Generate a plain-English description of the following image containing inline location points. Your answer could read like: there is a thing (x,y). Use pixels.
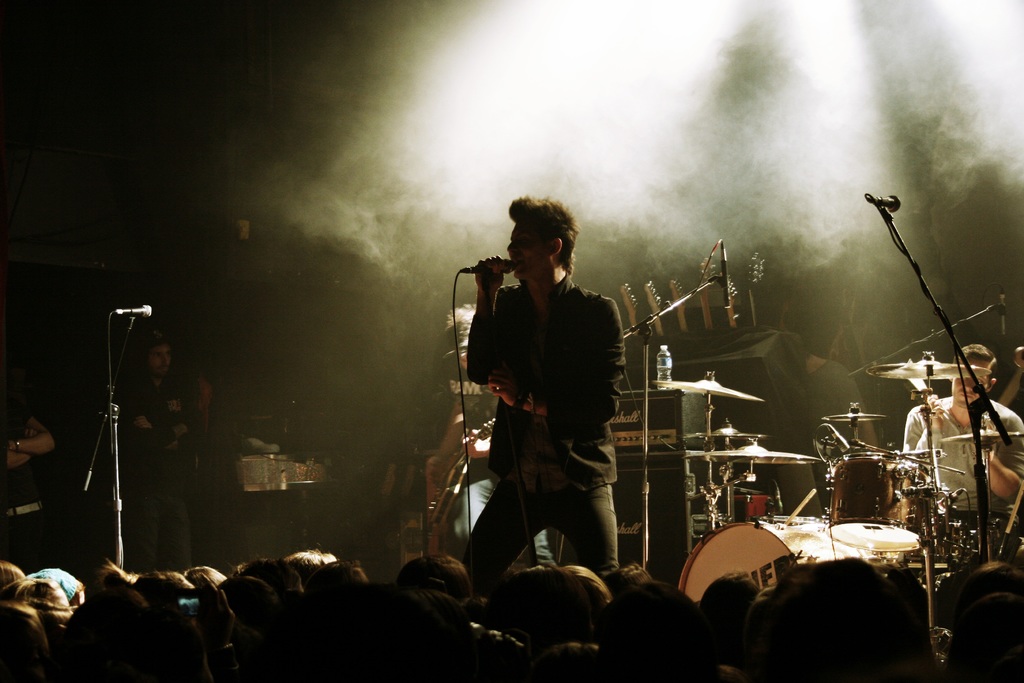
In this image consists of person (497,314) standing and holding a mike (464,270) back side to him there is a person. At right side (919,502) there are few musical instruments (909,503). There is a person (1006,420) playing the instrument (883,511). There is a mike stand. Few people (4,577) are crowded below the image.
